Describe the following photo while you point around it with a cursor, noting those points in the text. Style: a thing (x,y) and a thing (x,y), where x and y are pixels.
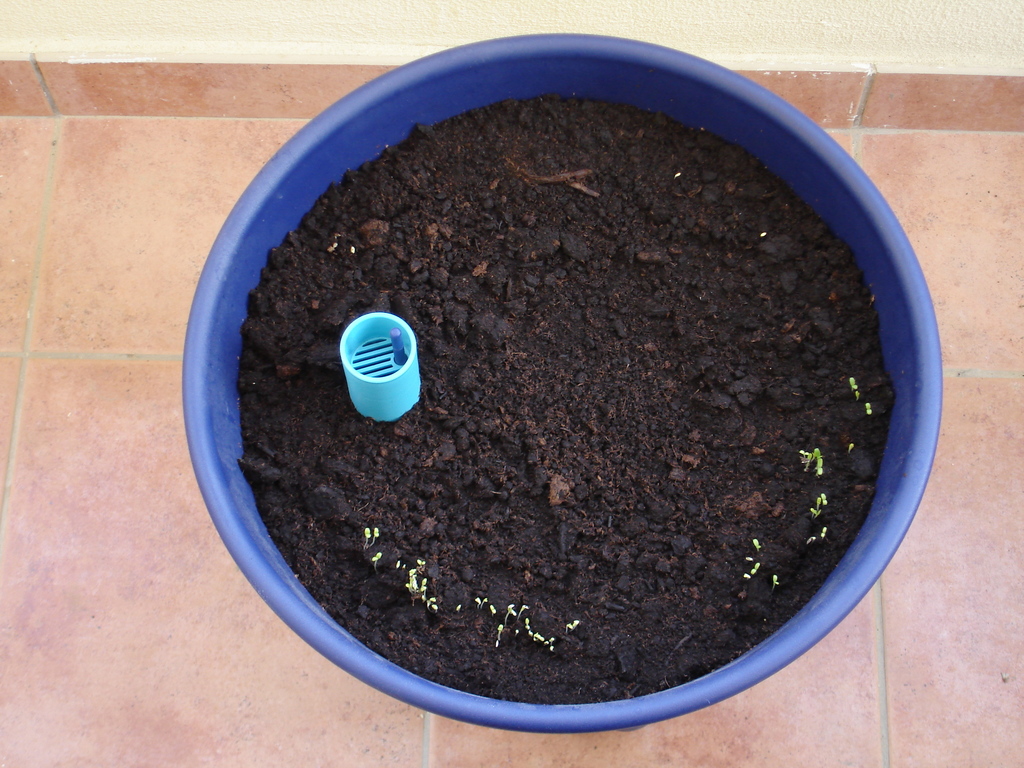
There is a blue bucket (779,143) in which there is soil (398,265) and a blue object (378,375).
